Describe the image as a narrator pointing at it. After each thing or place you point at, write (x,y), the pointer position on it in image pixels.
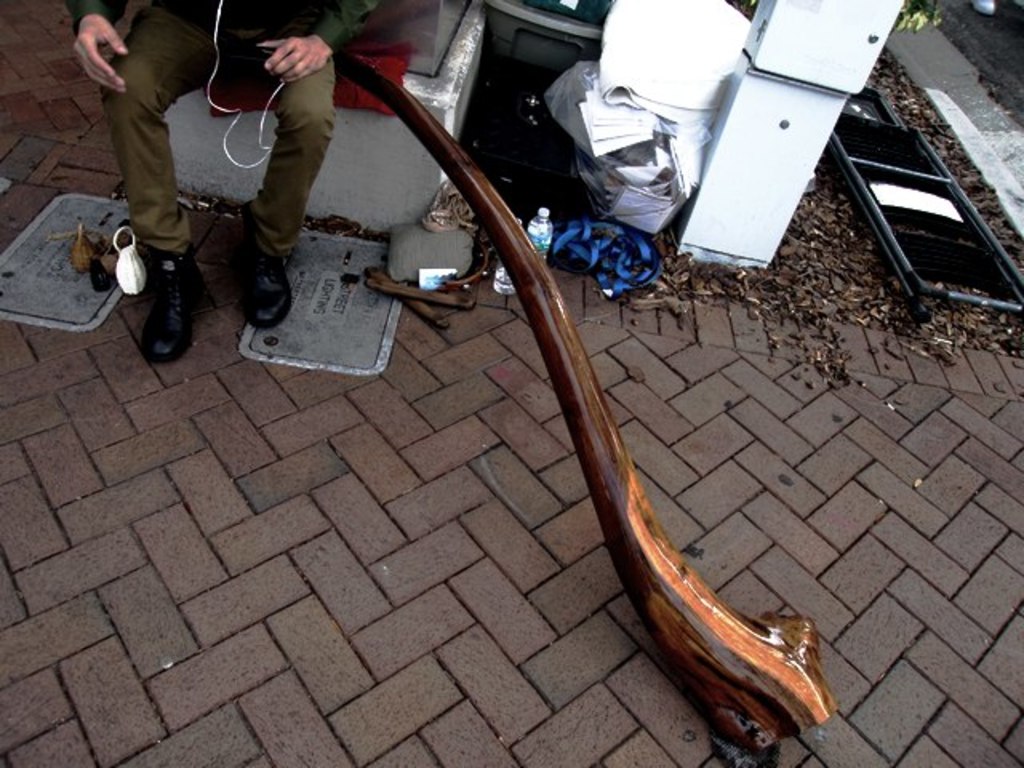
This image is taken outdoors. At the bottom of the image (414,624) there is a floor (828,486). At the top of the image (203,122) a man (207,44) is sitting on the stone (424,78). There are many objects (632,191) on the ground (849,226). There are two water bottles (499,277) on the floor (511,344).
